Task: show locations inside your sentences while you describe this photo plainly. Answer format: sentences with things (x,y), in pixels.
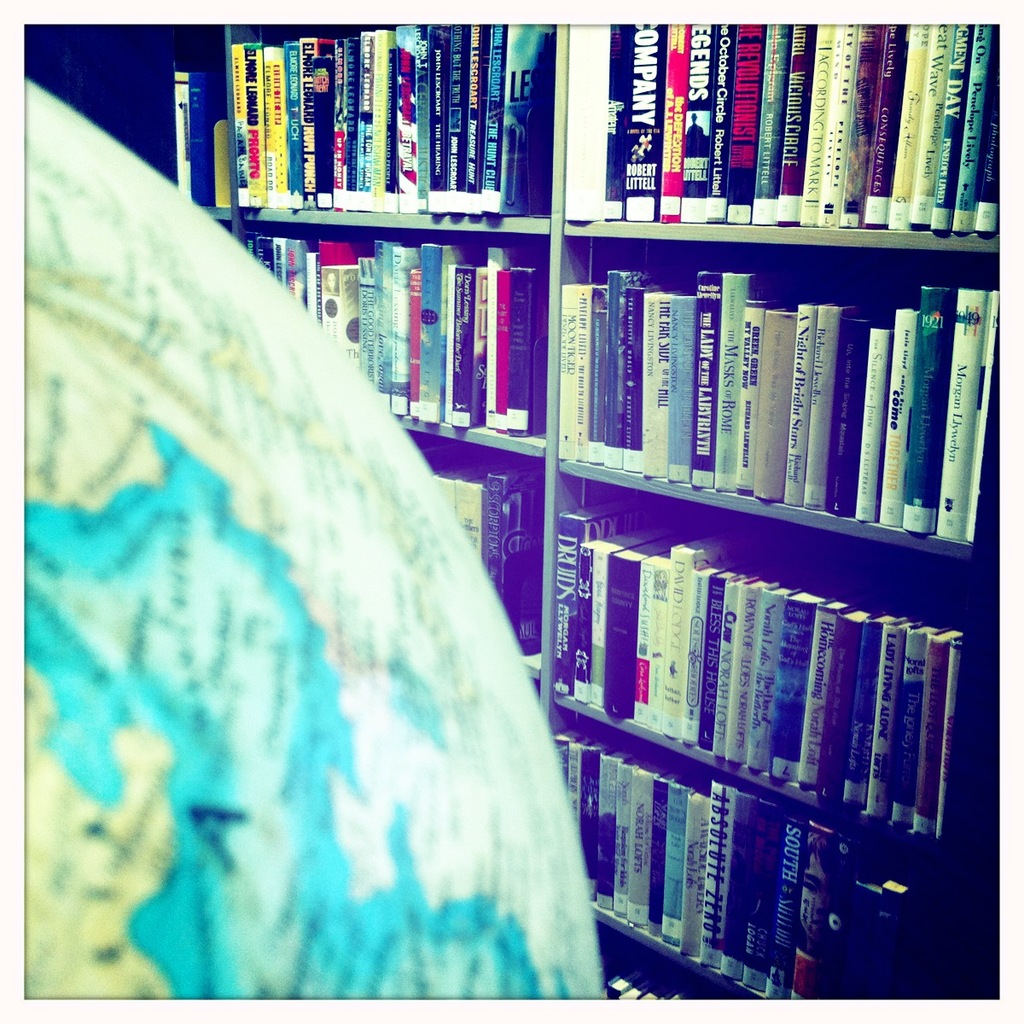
In this picture we can see few books (588,539) in the racks (563,159).
